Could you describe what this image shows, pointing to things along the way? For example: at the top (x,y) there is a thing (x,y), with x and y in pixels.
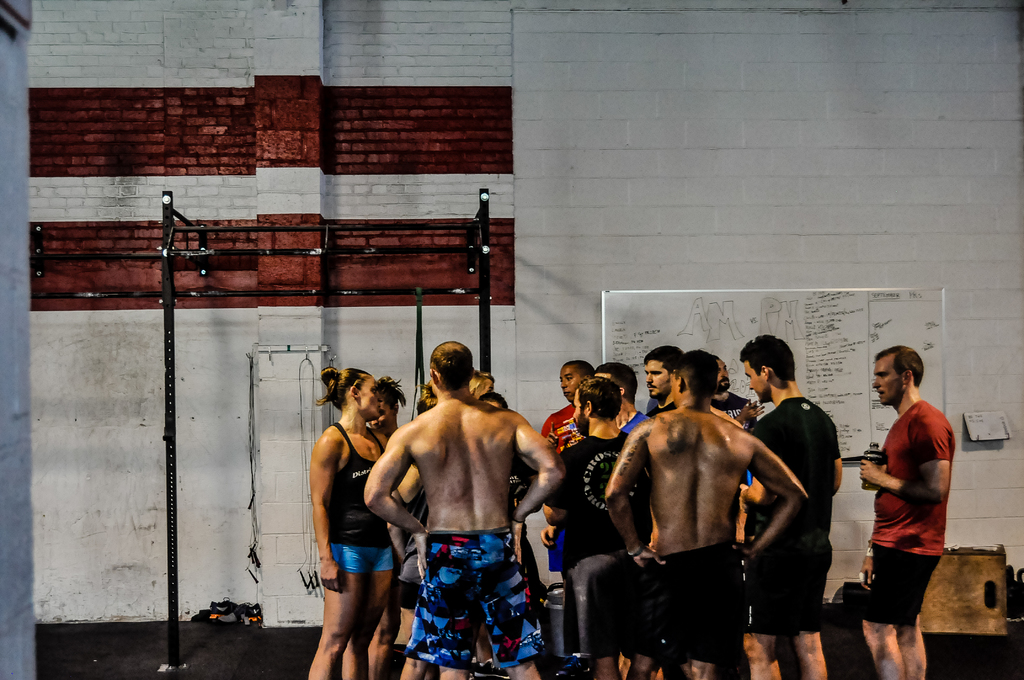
In this image I see number of people (552,503) in which this man (923,490) is holding a thing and in the background (981,519) I see the wall (575,209) which is of red and white in color and I see the black rods (433,293) over here and I see a white board (646,331) on which there is something written.
